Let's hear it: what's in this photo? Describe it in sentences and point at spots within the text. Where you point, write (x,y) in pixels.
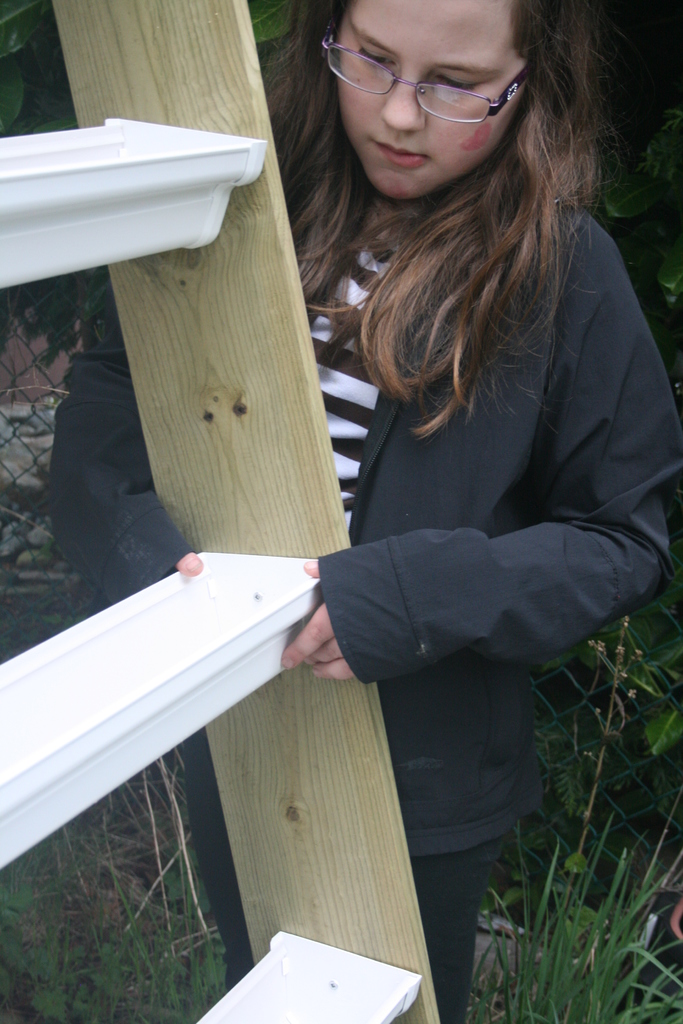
In this picture we can see a woman (402,298), she wore spectacles (349,68), in front of her we can see a ladder (356,789), beside to her we can see grass (550,862) and fence (34,460).
